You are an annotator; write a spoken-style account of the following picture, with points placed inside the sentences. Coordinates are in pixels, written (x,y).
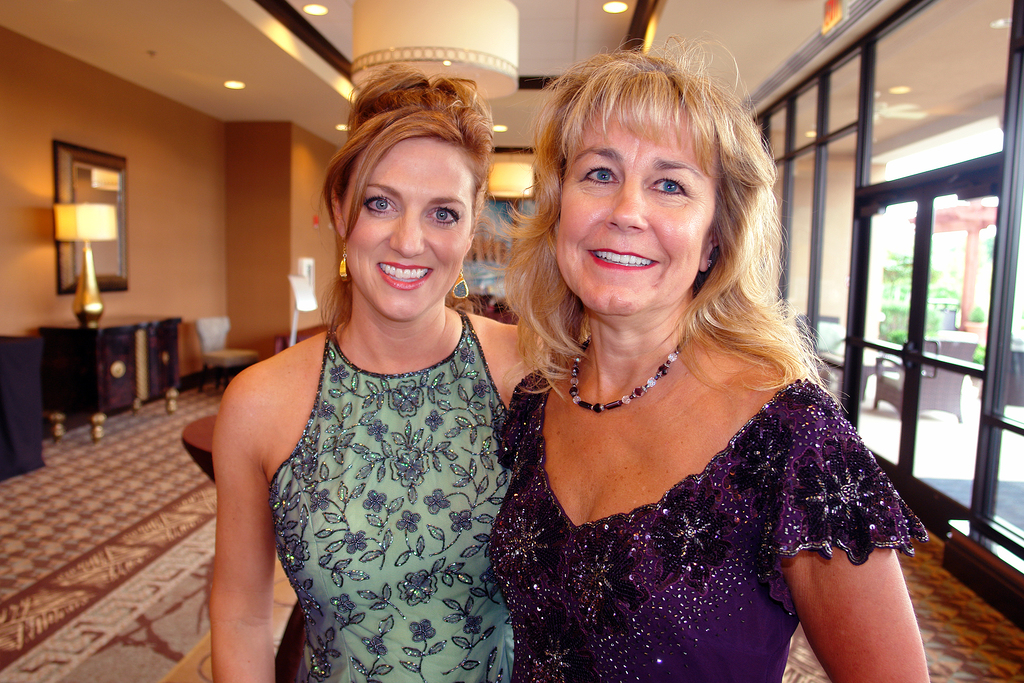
In this picture there are women (488,481) standing in the center (449,429) and smiling. In the background (114,333) there is a table (129,348) and on the table (98,341) there is a lamp (96,313). On the left side (105,283) there is a frame (97,264) on the wall (49,240) and is an empty chair (223,346). On the right side (844,291) there are windows (838,318) and there is a door (931,316) and on the top (454,54) there are chandeliers (475,43).
